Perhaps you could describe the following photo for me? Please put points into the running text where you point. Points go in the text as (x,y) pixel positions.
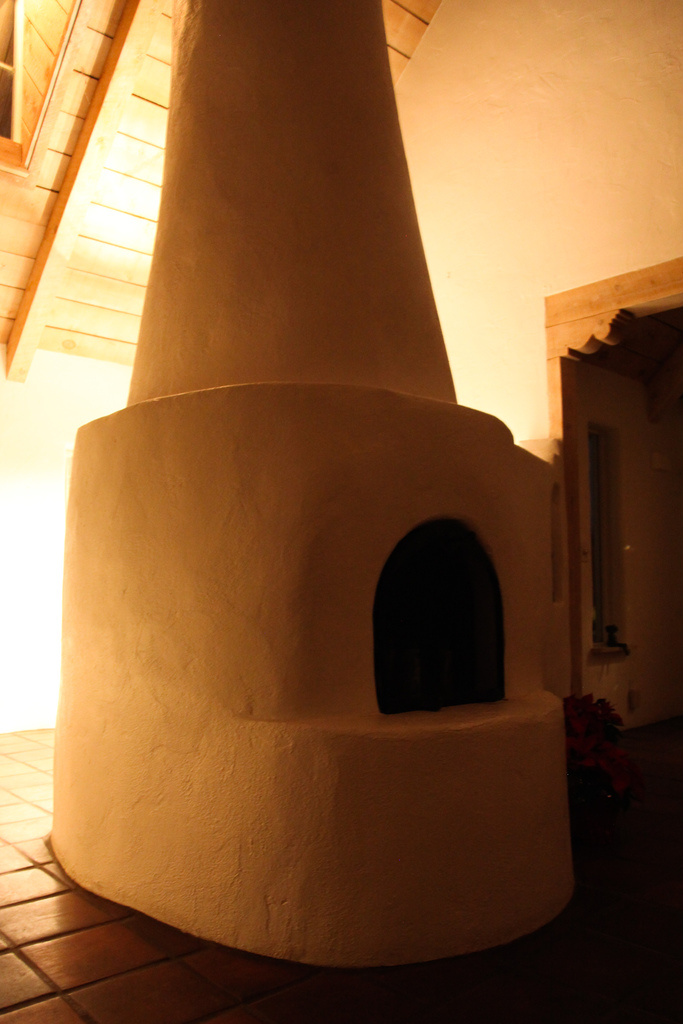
In this image I can see the brown colored floor (140,930), the roof (81,294), a fire place (299,582), the wall (483,86), some wooden furniture (627,296), few flowers (614,726) and the window (1,11).
